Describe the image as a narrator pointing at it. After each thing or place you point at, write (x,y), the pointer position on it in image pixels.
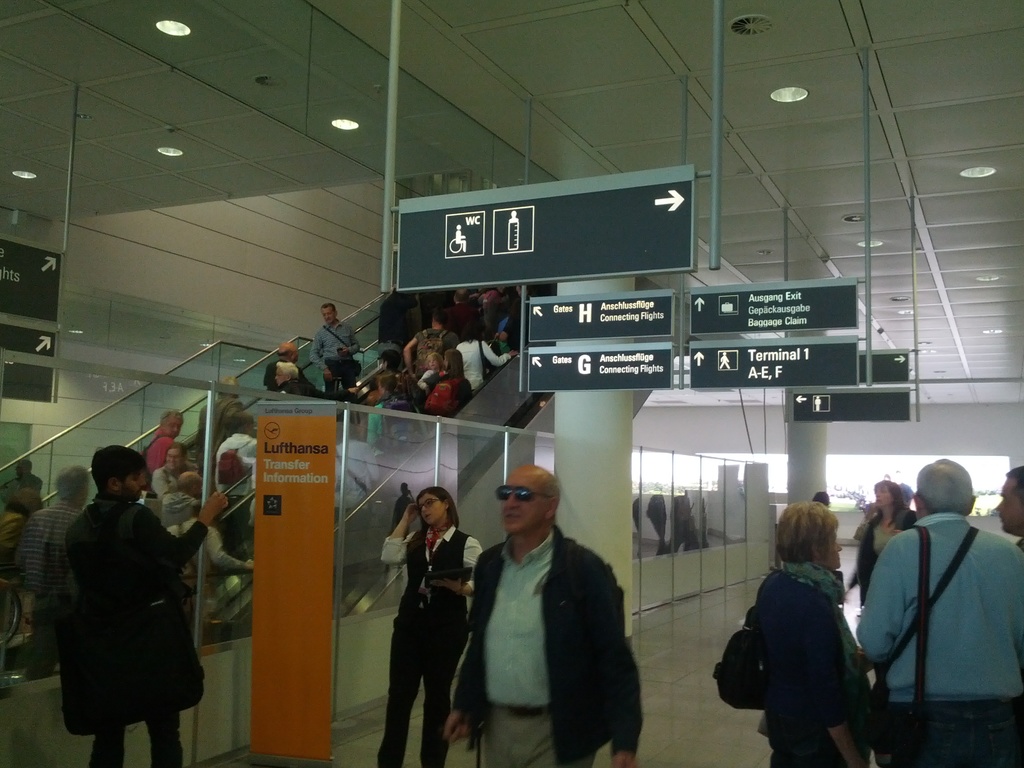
In this picture there is staircase (7,628) on the left side of the image (338,355), on which there are people (401,303) and there are other people (991,537) on the right side of the image (820,747), there are sign boards (657,331) in the center of the image (423,260).
